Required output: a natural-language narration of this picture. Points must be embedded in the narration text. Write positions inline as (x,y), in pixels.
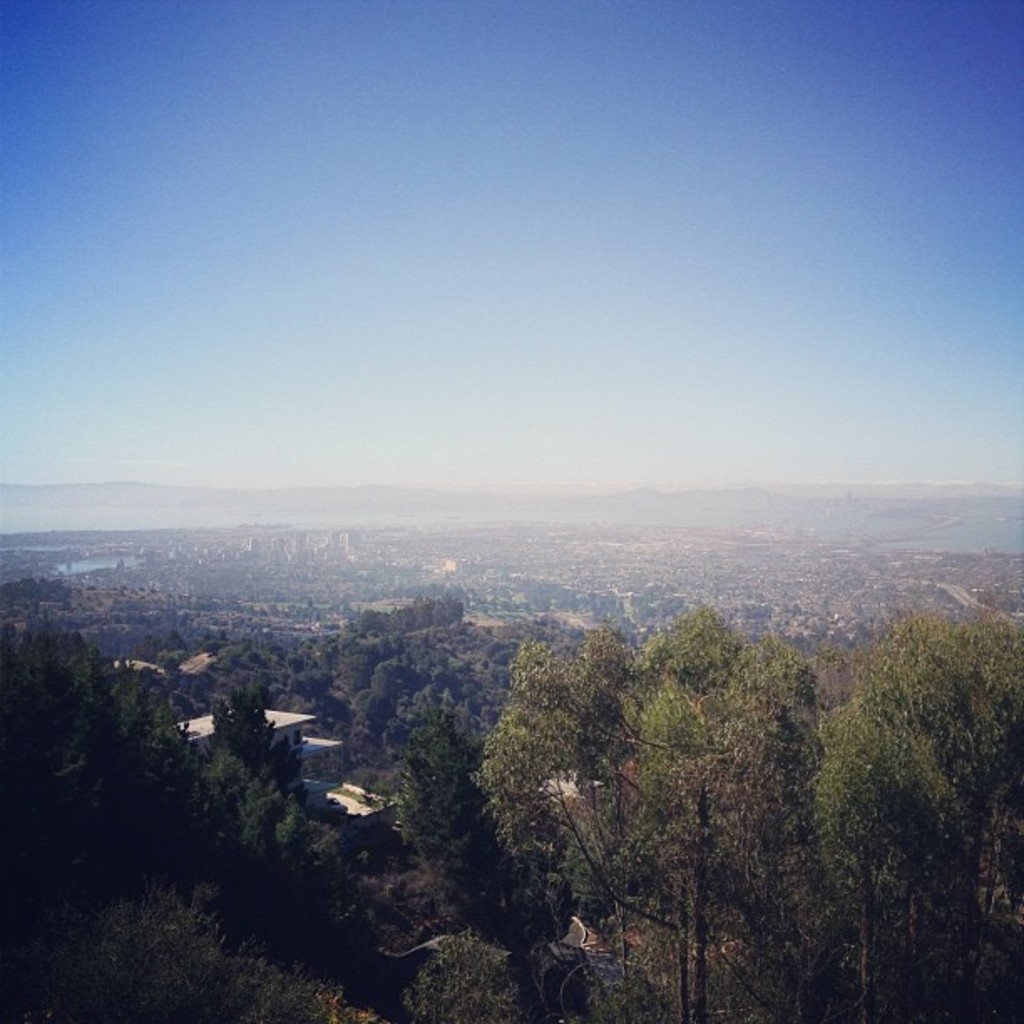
In this picture I can see the open land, building (578,577), trees (480,766), plants (547,736) and grass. In the background (2,497) I can see the mountain (869,490) and water lake (218,523). At the top (704,83) I can see the sky (430,29).
